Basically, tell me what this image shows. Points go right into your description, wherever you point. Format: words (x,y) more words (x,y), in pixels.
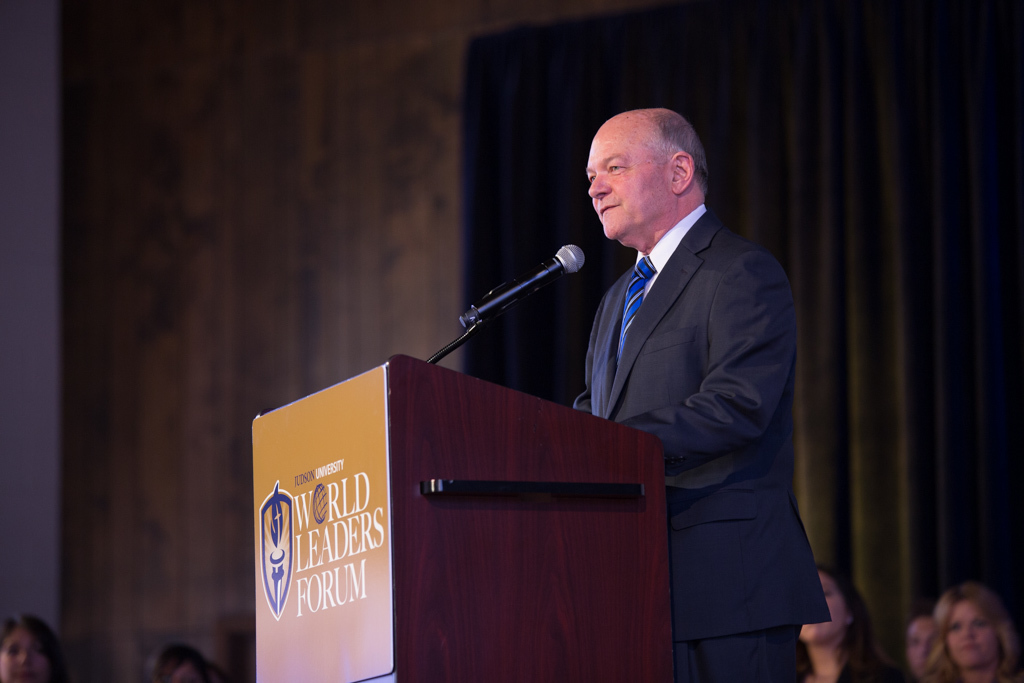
In the center of the image (632,279), we can see a person (690,377) standing and wearing a coat (700,315) and a tie (633,281) and we can see a podium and a mic (512,289). In the background (588,285), there is a curtain (774,128) and a wall (30,351) and we can see some other people (922,651).
